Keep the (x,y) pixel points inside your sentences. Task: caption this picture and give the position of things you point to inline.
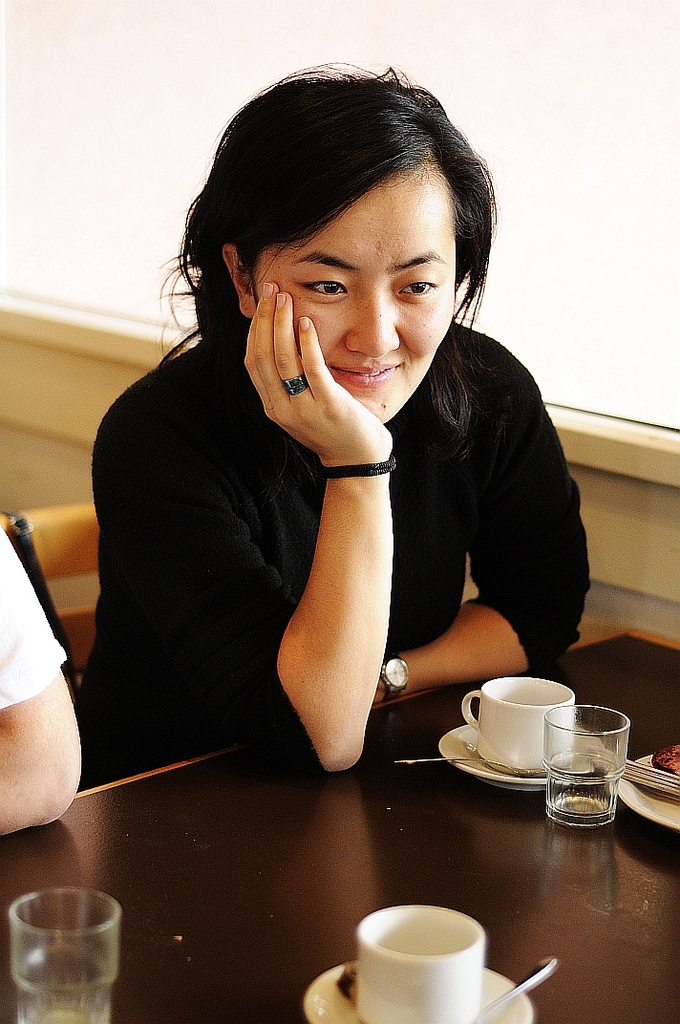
In the center (368,532) we can see one person (352,654) sitting on the chair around the table (643,878). On table (536,918) we can see coffee cup (403,989), glass (597,757), plate (666,817) etc. Left we can see human hand (69,702), back we can see wall (77,312). And we can see person (402,341) is smiling.
